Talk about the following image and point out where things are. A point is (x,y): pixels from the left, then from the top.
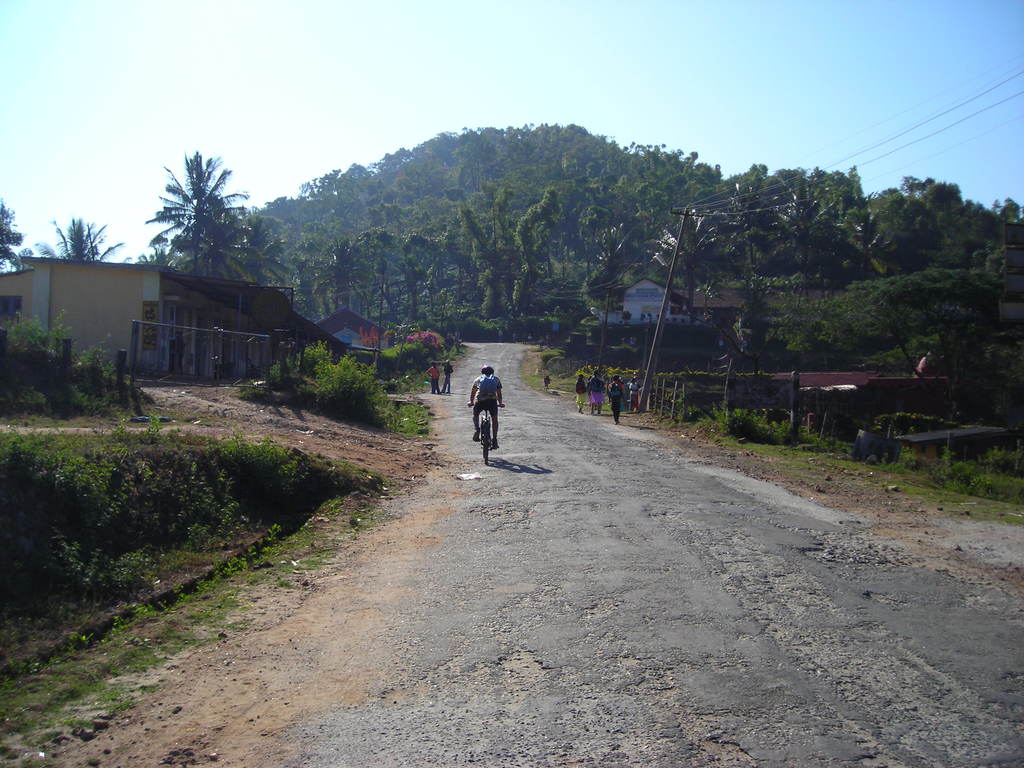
At the bottom of the picture (625,592), we see the road (645,695). In the middle (493,393), we see a man (495,407) is riding the bicycle (487,429). On either side of the road (507,384), we see the people (600,406) are standing. On the left side (117,504), we see the grass (232,456), trees (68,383), poles (69,368) and the buildings (219,319). On the right side (856,379), we see the grass (693,416), poles (684,220), trees (731,351) and the buildings (872,387). There are trees (747,259) in the background (506,180). At the top (954,84), we see the sky (558,108).
